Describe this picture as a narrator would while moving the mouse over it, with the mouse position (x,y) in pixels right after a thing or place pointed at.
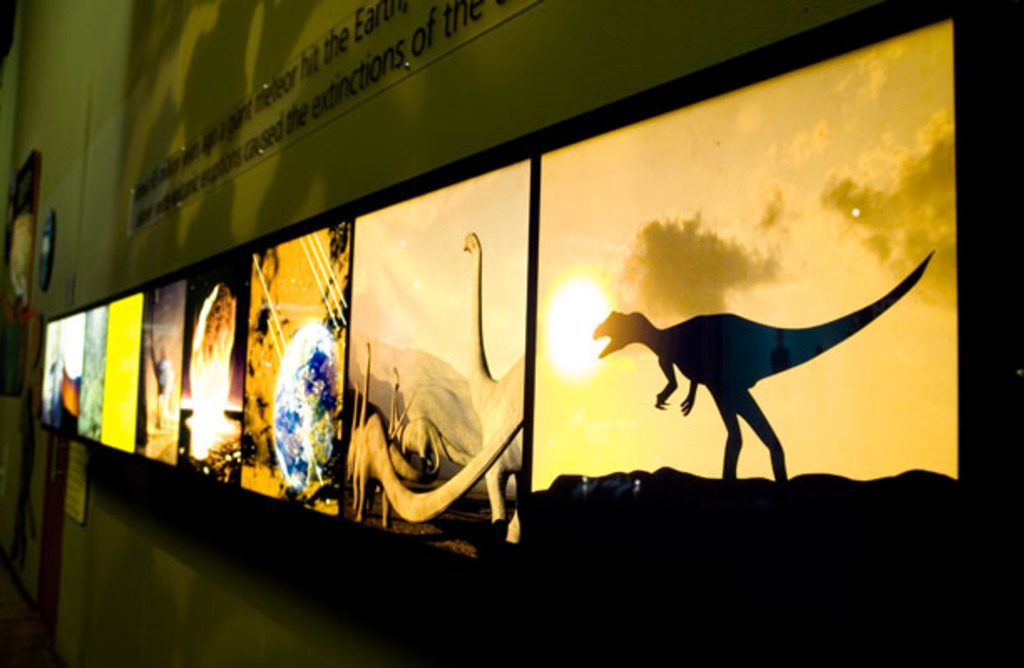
In this picture I can see frames (809,181) and a glass board (289,127) attached to the wall (528,120).
